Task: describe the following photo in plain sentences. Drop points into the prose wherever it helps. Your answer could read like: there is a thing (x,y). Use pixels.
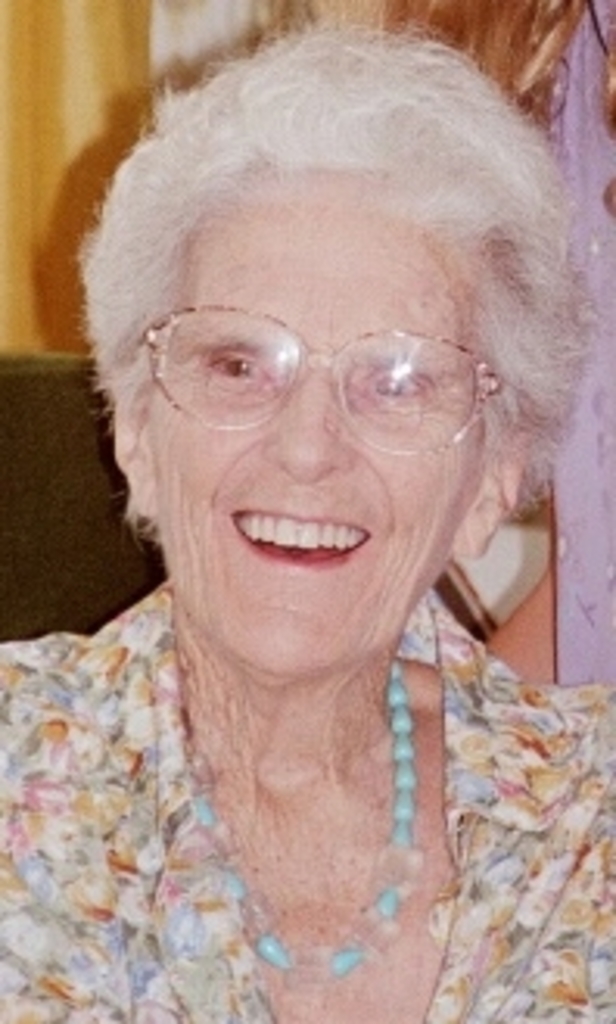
We can see a woman (117,802) is smiling and she has spectacles (155,344) to her eyes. In the background (496,542) there are objects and wall (43,194).
